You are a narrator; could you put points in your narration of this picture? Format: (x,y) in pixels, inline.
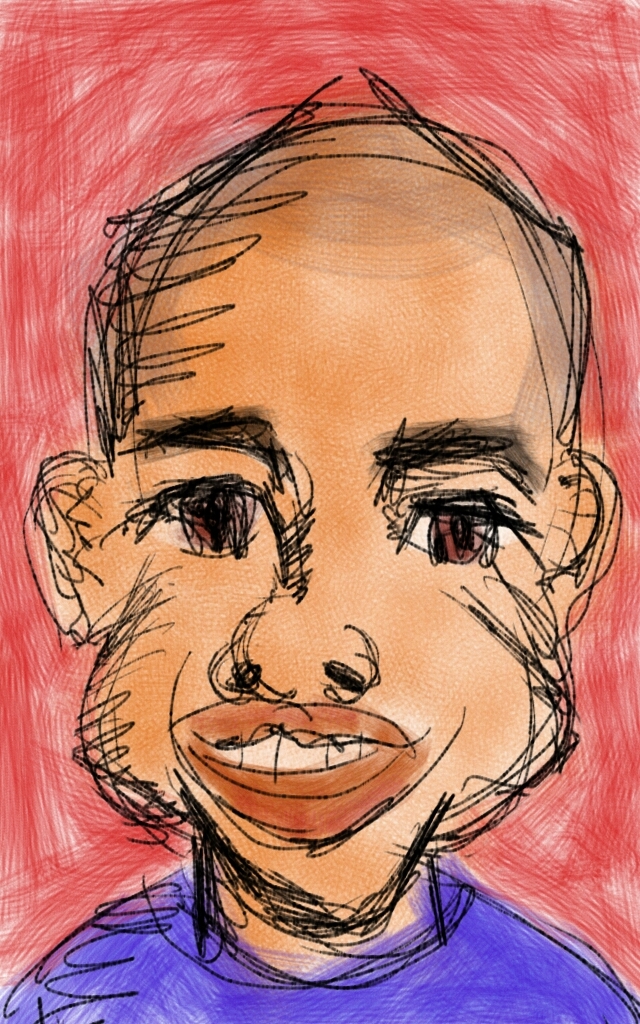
In this image I can see depiction of a person (551,275). I can also see red colour in the background (40,70).
